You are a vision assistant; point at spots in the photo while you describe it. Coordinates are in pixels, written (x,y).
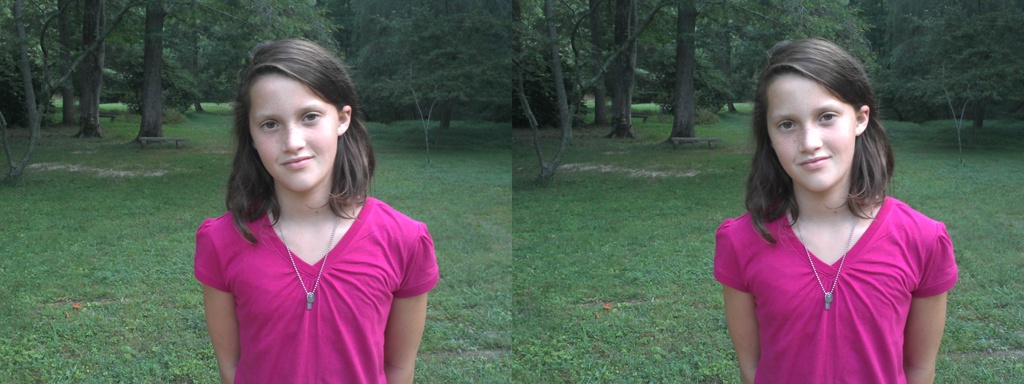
A collage picture. In these two images we can see the same girl (812,294). Land (441,335) is covered with grass (573,211). Background (693,27) there are trees (680,23).
